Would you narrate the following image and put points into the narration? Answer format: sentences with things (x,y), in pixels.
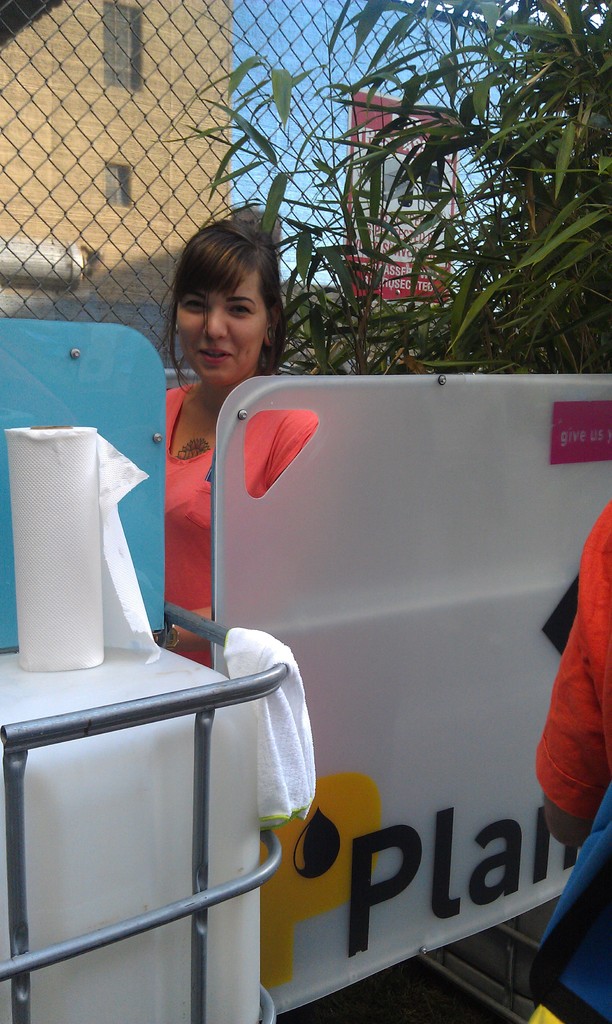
In this image we can see a woman (180,365) standing on the floor (424,988), tissue holder (115,501), mesh (87,198), trees (567,159), advertisement board (362,157), building (208,108) and sky (320,128).
